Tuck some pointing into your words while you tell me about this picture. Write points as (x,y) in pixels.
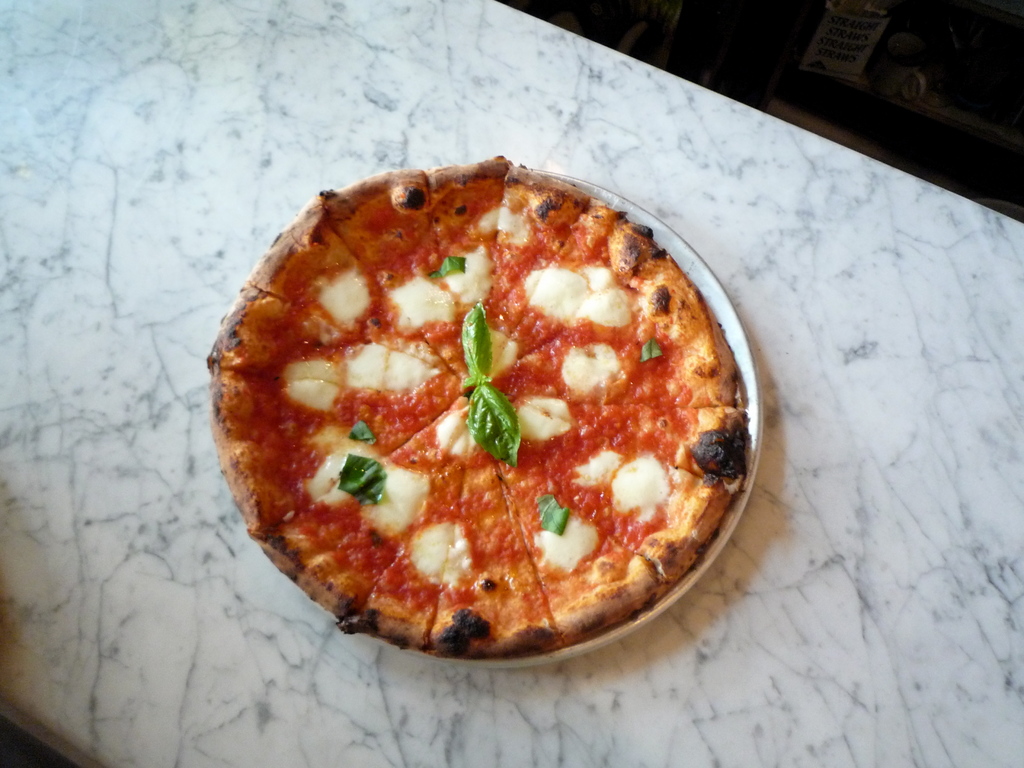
In this image, we can see some food (493,430) on the table (785,515).
